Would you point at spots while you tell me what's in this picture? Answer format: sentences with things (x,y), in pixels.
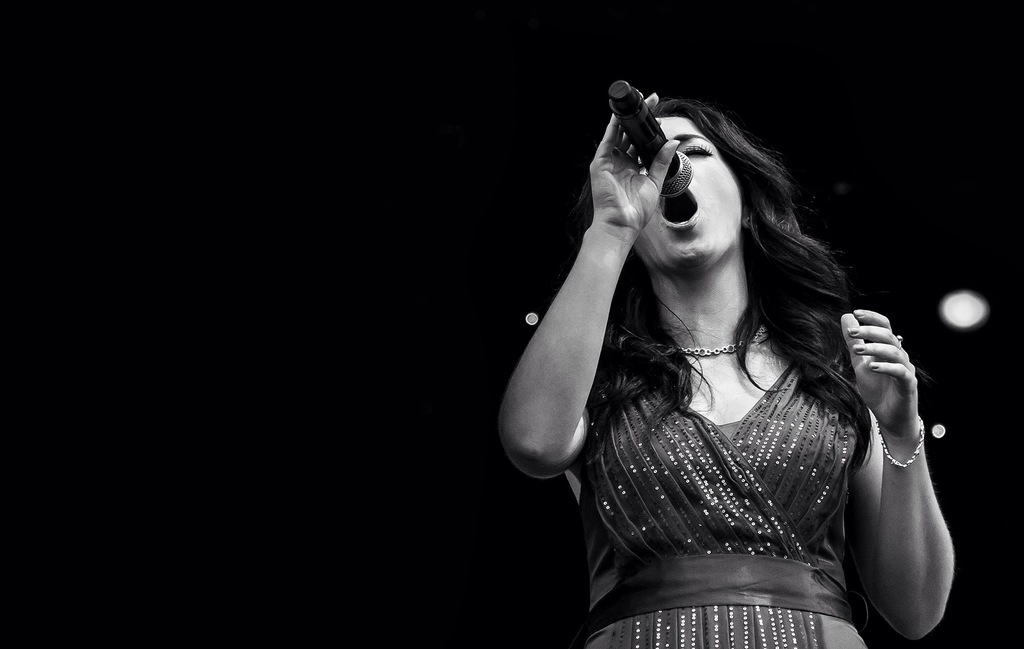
In this image, In the right side (894,576) there is a woman (877,502) standing and she is holding a microphone (656,147) which is in black color and she is singing in the microphone (646,158).
